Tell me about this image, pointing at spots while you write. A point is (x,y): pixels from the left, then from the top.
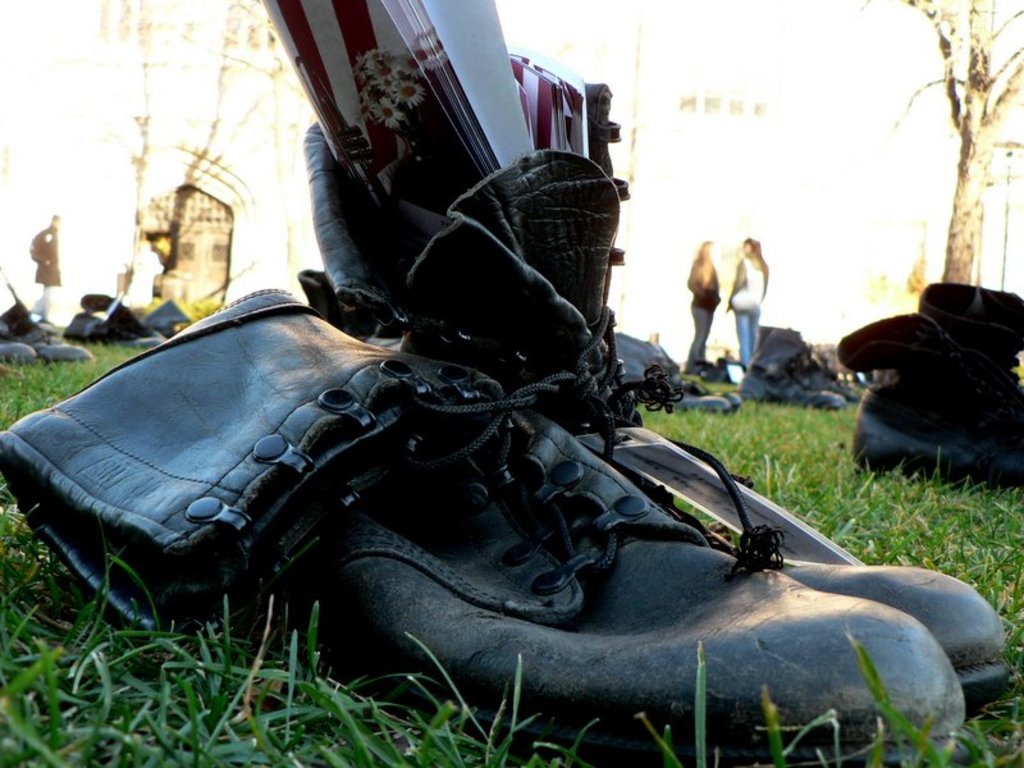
Here we can see a pair of shoes (571,616) on the ground (444,702) and there is a book (433,121) in one shoe (527,178). In the background (89,330) we can see pairs of shoes (687,398) on the ground (741,456) and on the left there is a person (46,265) walking on the ground (1003,517) and on the right (703,308) there are two women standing on the ground (1011,607), trees (967,98) and few other objects (164,320).
